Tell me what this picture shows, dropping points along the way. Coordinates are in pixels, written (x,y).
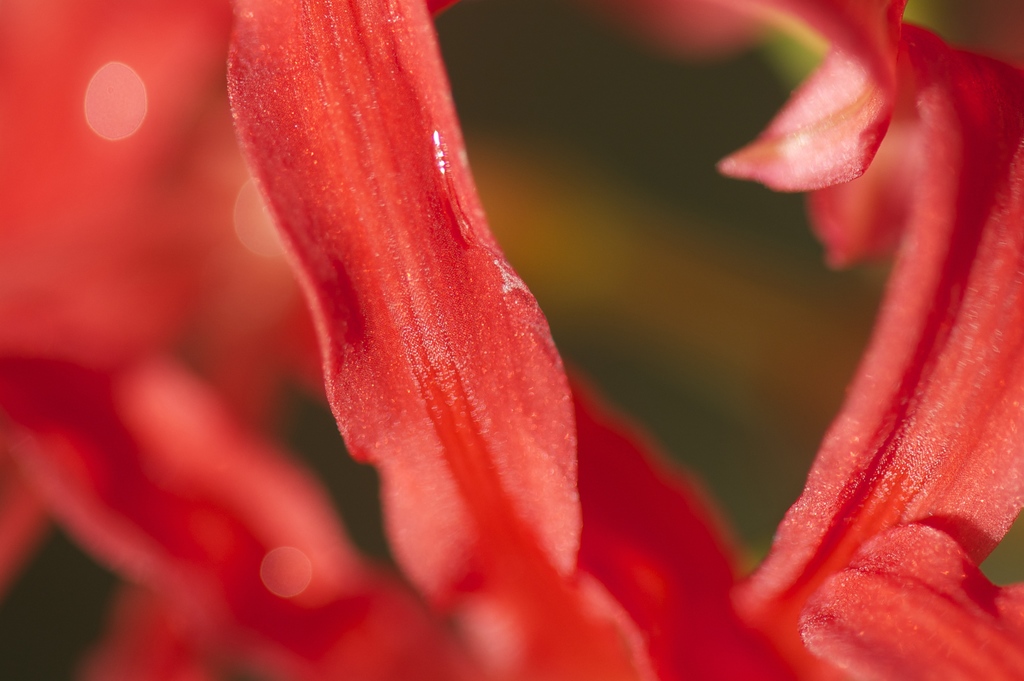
This is the image of a flower (426,259) and the background (154,638) is blurred.
